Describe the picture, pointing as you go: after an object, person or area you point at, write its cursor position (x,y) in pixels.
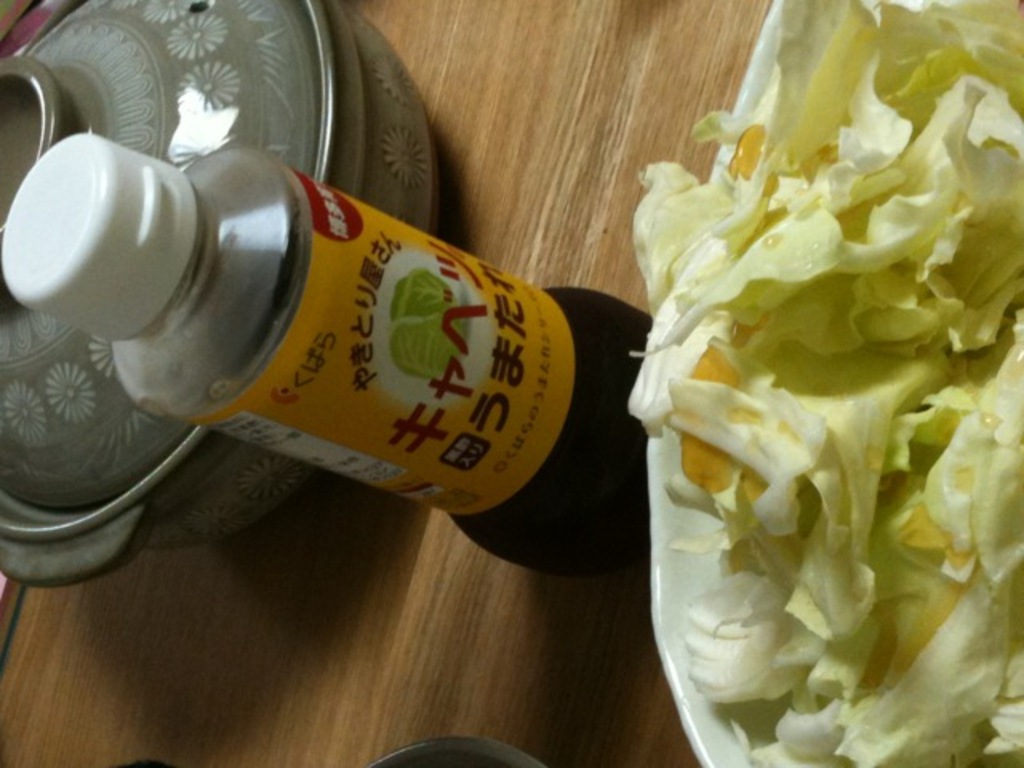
In this image I can see a food item (737,217) on a table (543,644). There is bottle (96,301) and a ceramic bowl (72,464).
